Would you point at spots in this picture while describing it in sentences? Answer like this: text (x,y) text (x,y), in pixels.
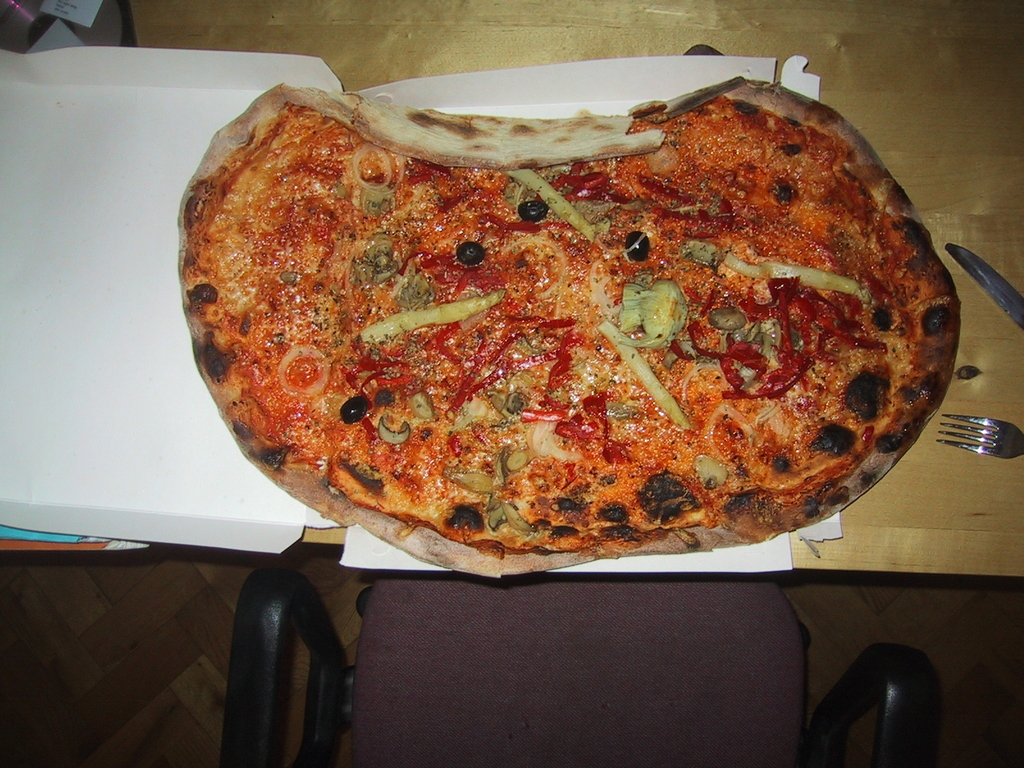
This is a zoomed in picture. In the foreground (899,633) there is a chair (664,648) placed on the ground (1006,721). In the center (374,316) is a table (965,51) on the top of which a box (62,188) containing pizza (675,323) is placed and we can see a knife (1001,278), a fork (998,444) and some other items (52,24) are placed on the top of the table (733,16).
